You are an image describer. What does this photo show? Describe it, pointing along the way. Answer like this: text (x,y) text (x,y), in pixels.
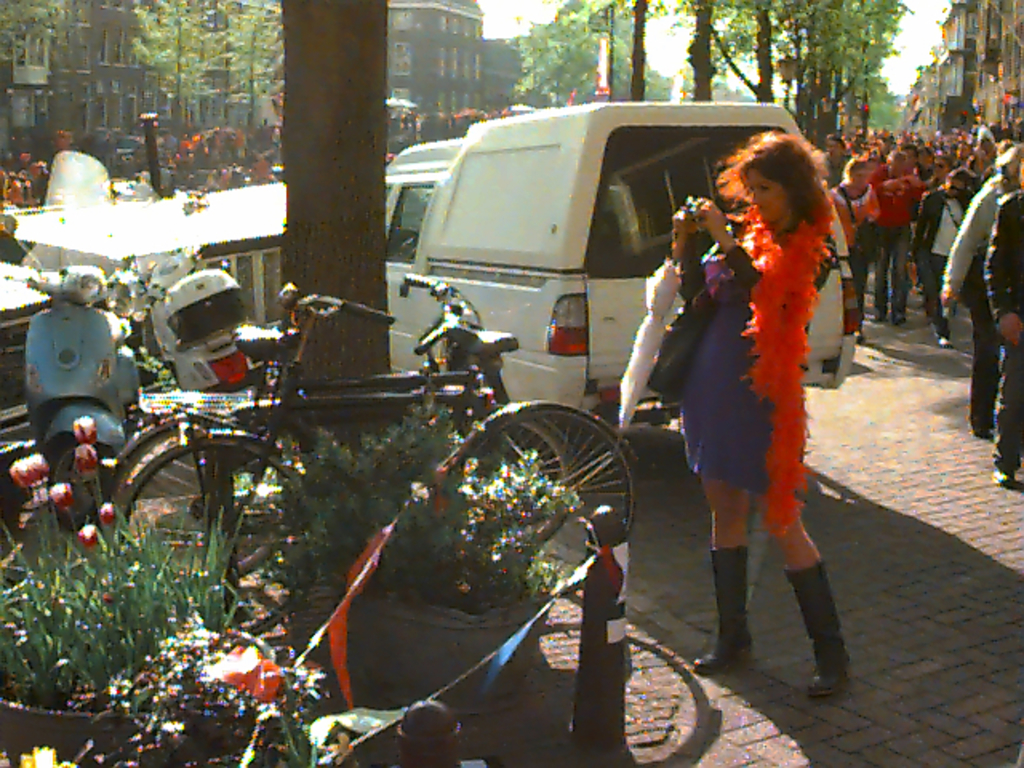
In this image I can see some people (796,367). On the left side (200,486) I can see the vehicles (395,348). In the background (203,79), I can see the trees (799,61) and the buildings (497,84).
